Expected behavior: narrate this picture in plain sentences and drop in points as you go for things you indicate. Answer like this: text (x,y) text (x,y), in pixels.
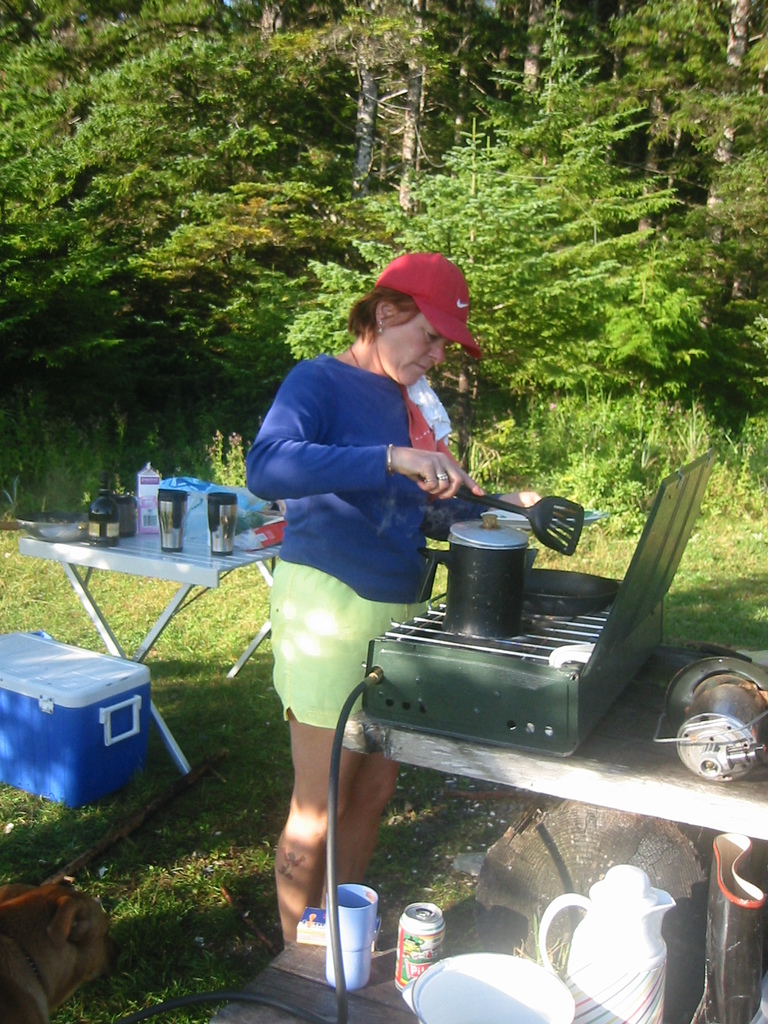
This is the woman (310,579) standing and holding a serving spoon (502,507) and a plate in her hands (430,465). This looks like a cooking grill (576,704), which is placed on the table (532,754). I can see a glass (355,886), tin (408,955), kettle (606,965) and a bowl (436,976) are placed on the wooden board (305,972). At the bottom left corner of the image (83,934), that looks like a dog (34,905). I can see another table (161,553) with glasses (177,528), bottles (110,515) and few other things (214,490) on it. I can see an insulated ice box (83,673). These are the trees (592,281) and plants (654,462). Here is the grass (724,569).
